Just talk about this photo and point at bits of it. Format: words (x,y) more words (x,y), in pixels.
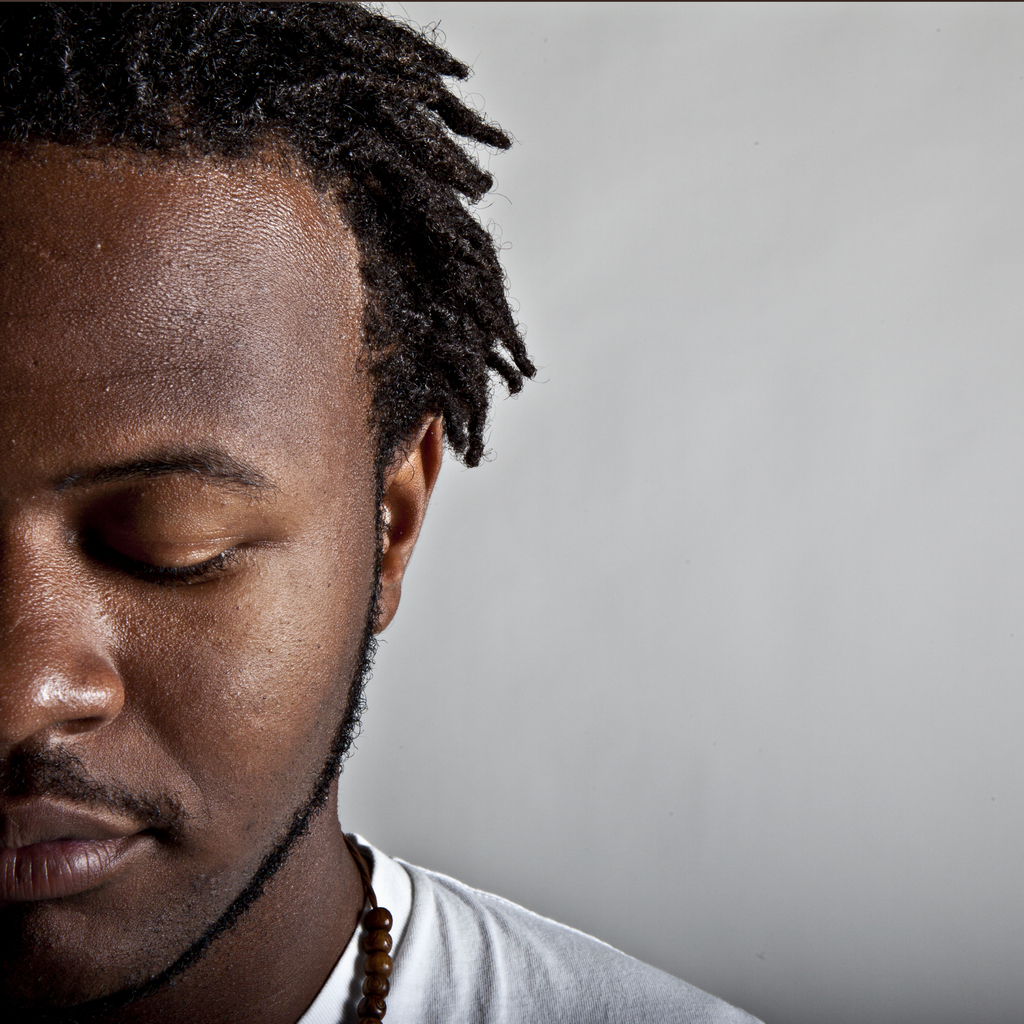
In this picture in the front (169,582) there is a man (149,626).
